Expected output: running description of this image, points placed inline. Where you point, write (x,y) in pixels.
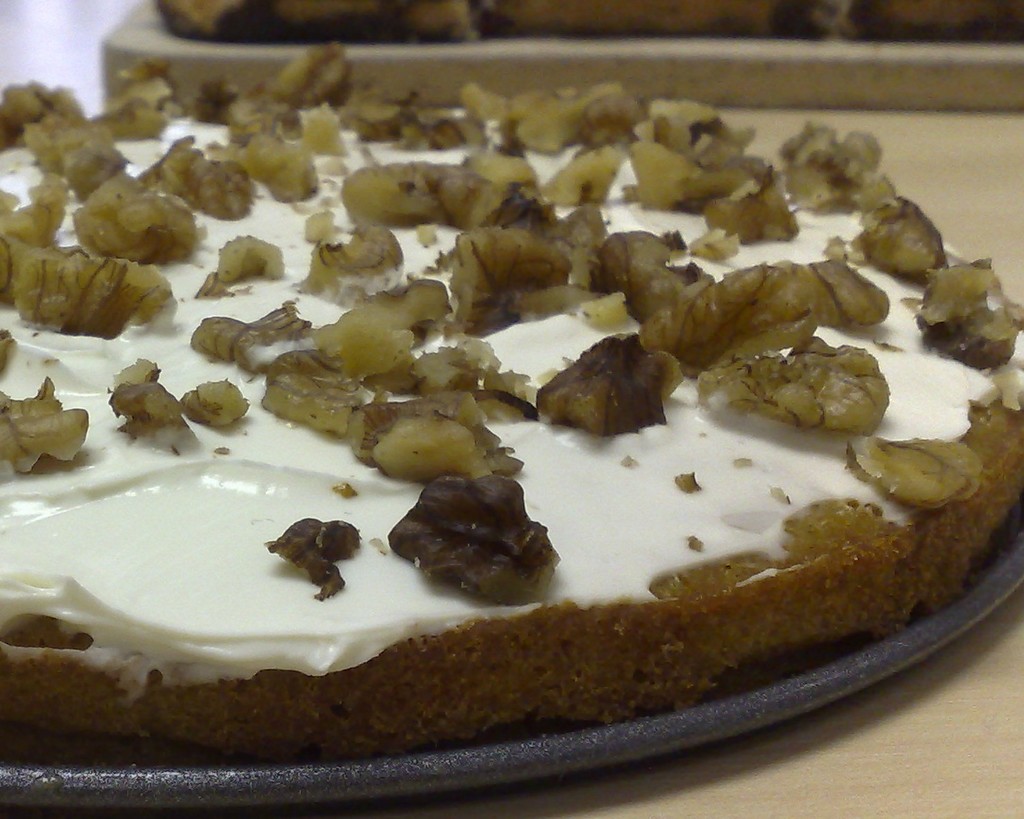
In this image I can see the food (820,558) on the black color pan (864,668). The pan (867,653) is on the brown color surface (855,741). Food (309,607) is in white, cream and black color.
